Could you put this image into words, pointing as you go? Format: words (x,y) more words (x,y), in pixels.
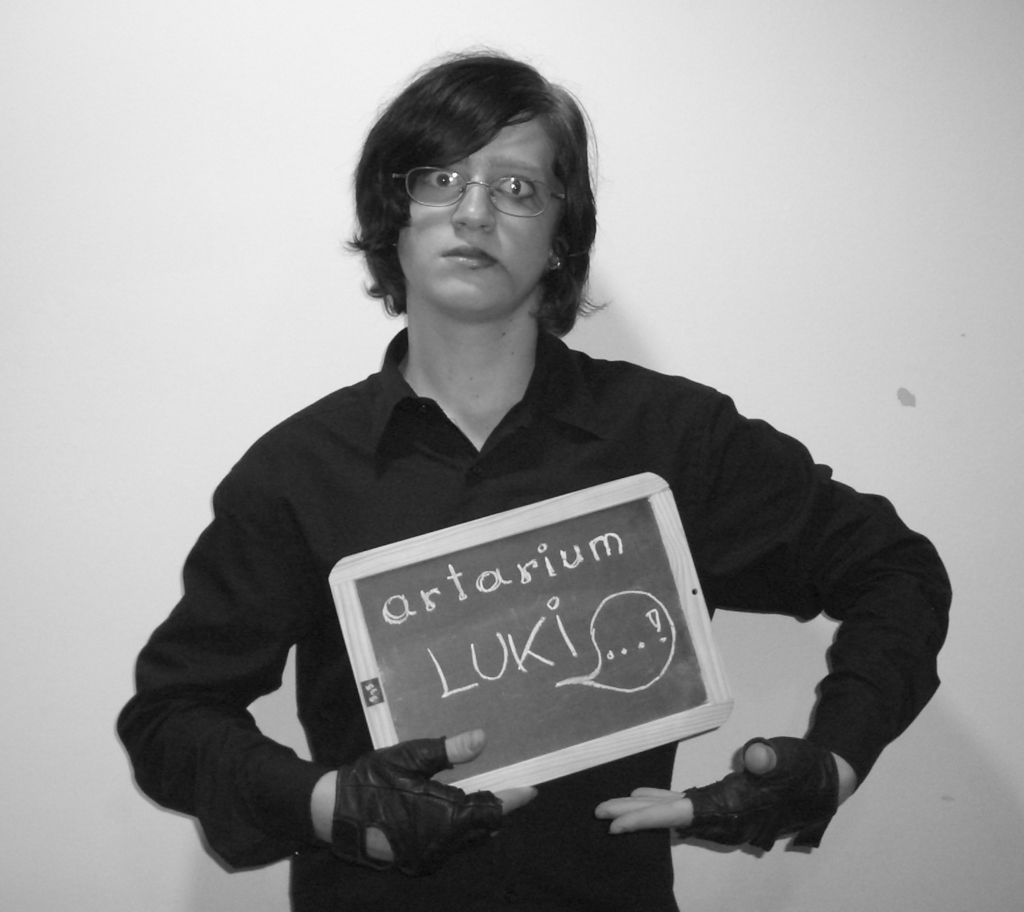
In this image there is a person (250,784) standing and holding a slate board (494,676), and in the background (866,152) there is a wall (114,729).
